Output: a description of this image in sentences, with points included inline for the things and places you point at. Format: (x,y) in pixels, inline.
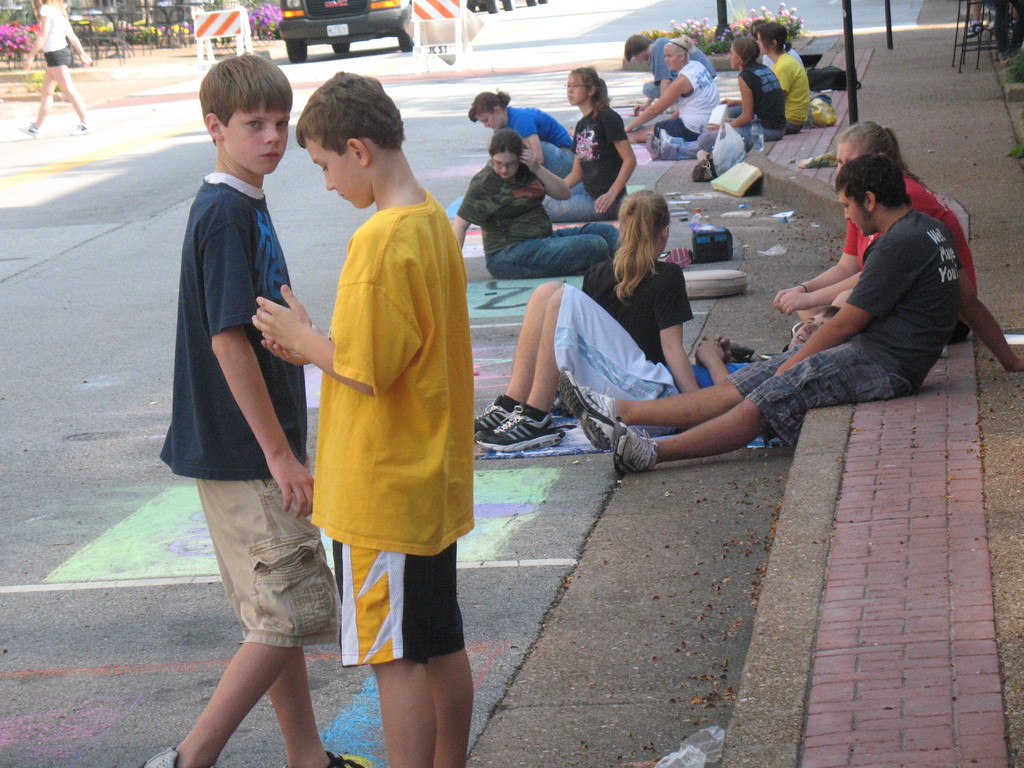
In this image I can see group of people (607,295) sitting on the road (703,513). There are two persons (411,300) standing and a person (49,42) in the background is walking. There are poles (847,29), vehicles (404,13), flowers (161,34) and plants (31,34). Also there are some objects (218,13) on the road (652,561).
